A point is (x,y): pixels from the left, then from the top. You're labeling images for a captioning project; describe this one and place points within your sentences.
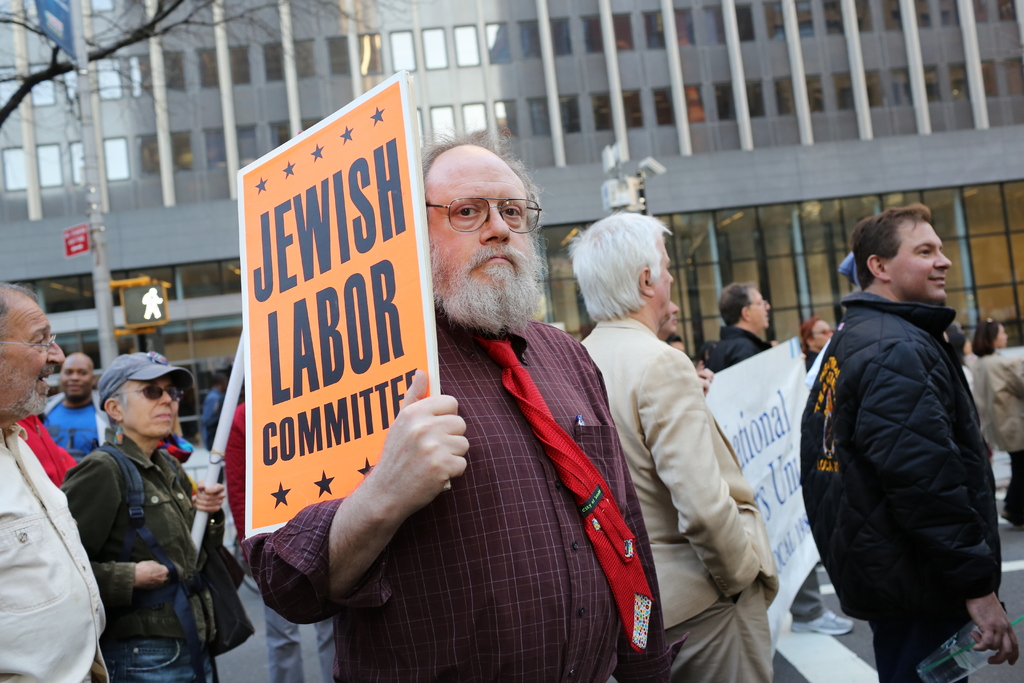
This picture describes about group of people (588,412), few people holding a banner (728,420), in the background (699,212) we can see a building (203,111), few sign boards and a tree (157,16), in the middle of the image (501,360) we can see a man (467,315), he is holding a placard (363,340).
